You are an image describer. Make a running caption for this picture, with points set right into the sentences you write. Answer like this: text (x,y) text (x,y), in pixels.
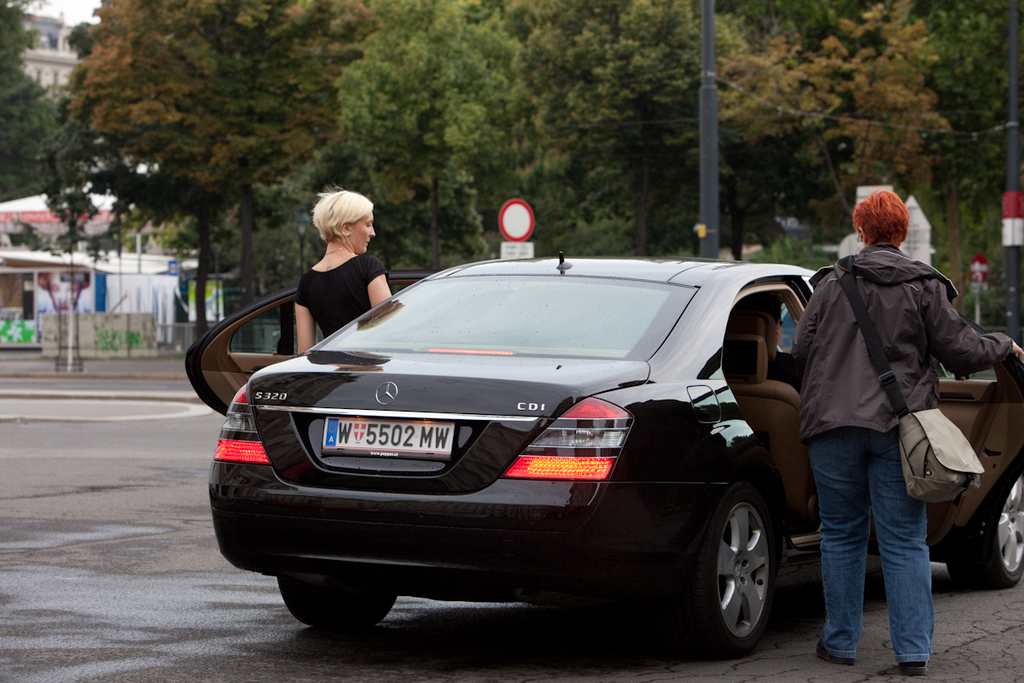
In this image there are two person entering into the car (614,351). At the back side (465,116) there is a tree (392,157) and a building (2,298).
